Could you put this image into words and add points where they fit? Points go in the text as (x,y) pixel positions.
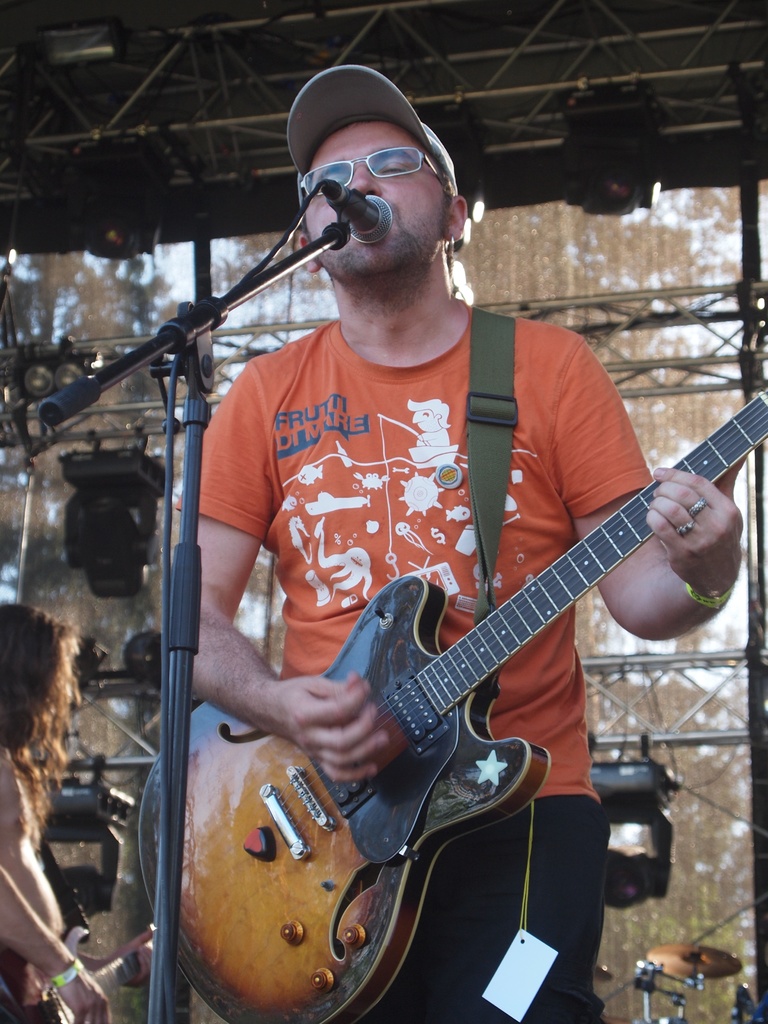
In the center (322,588) we can see one man (384,495) he is playing the guitar (474,673) and in front of him there is a microphone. And coming to the background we can see some musical instruments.
